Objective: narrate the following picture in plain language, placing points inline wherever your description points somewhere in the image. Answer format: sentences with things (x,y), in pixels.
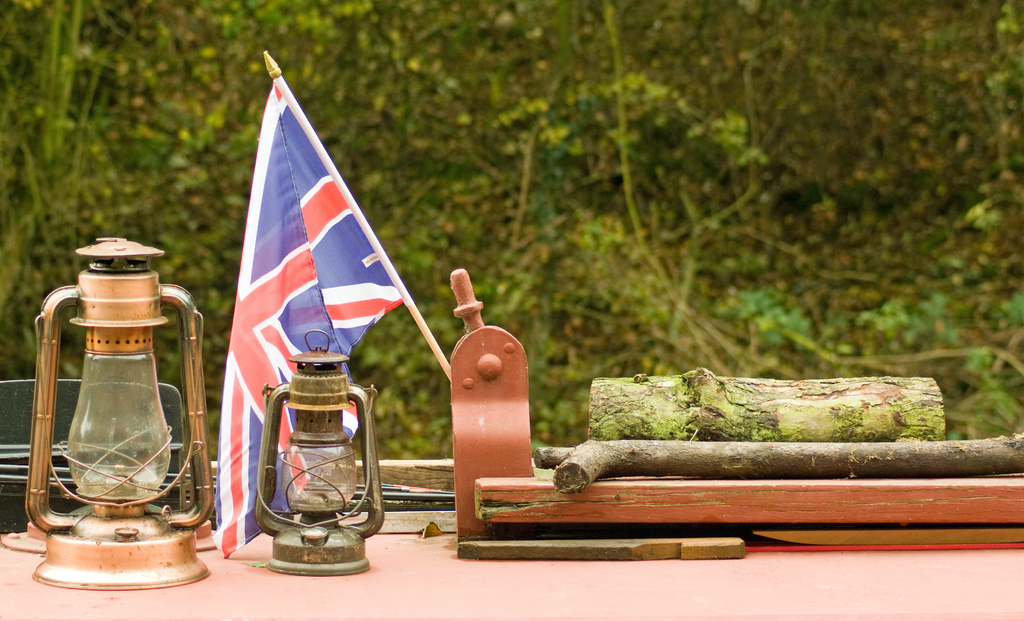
In this image on the left side (204,437) there are two lamps (324,441), flag (283,446) and there are some wooden sticks (862,438). On the left side (8,418) there is a chair (22,446) and at the bottom (917,561) there is a table (680,603), in the background (693,134) there are some trees (564,152).
